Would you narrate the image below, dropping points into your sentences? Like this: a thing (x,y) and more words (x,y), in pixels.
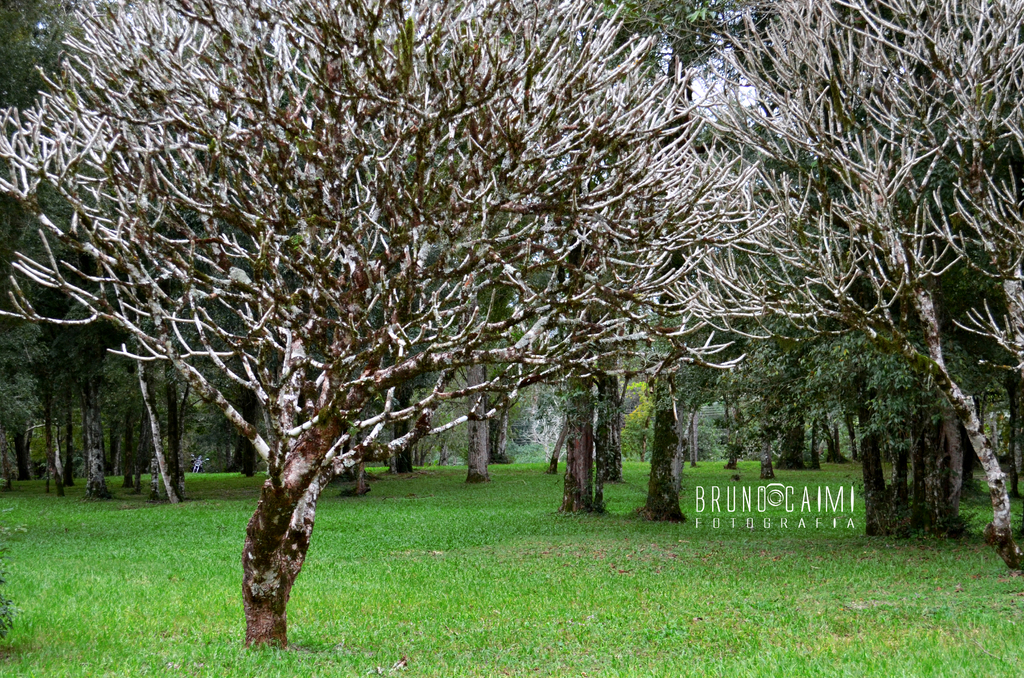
In this image there are trees (474,403). There is grass (401,585) on the ground (160,591). In the foreground (295,390) there are no leaves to a tree (290,249). To the right (766,509) there is text (826,499) on the image.
